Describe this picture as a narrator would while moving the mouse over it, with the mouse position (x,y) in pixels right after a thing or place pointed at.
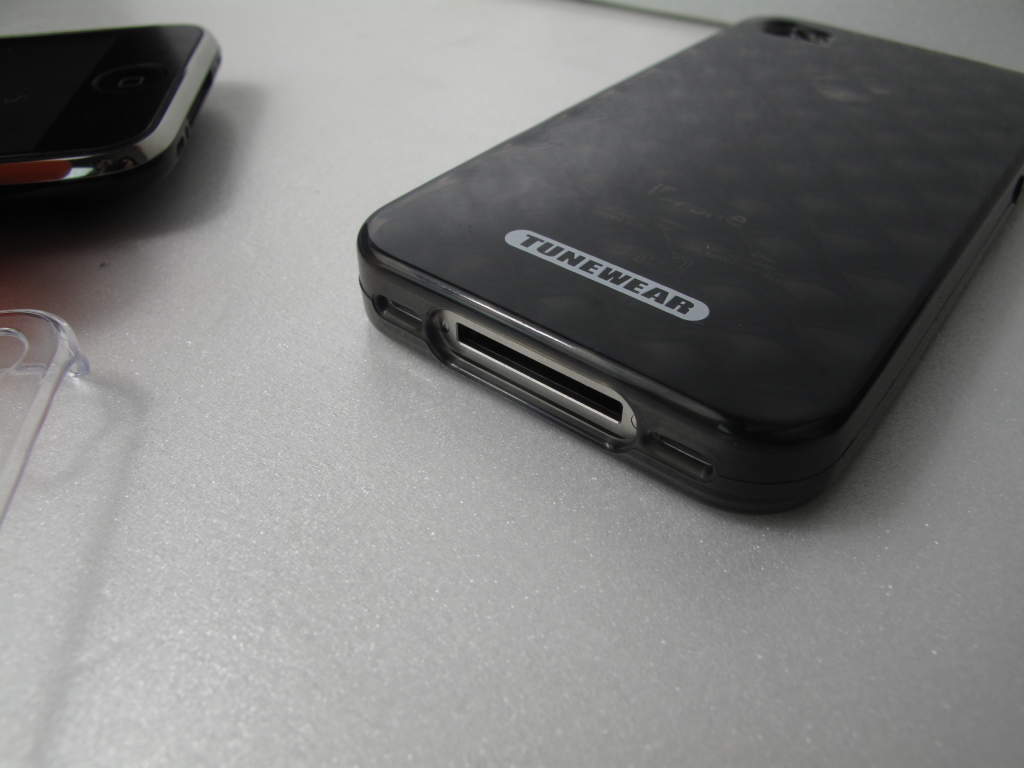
In this picture we can see the black object (672,205) is placed on the table top (187,482). Beside there is a black mobile phone (120,179).
